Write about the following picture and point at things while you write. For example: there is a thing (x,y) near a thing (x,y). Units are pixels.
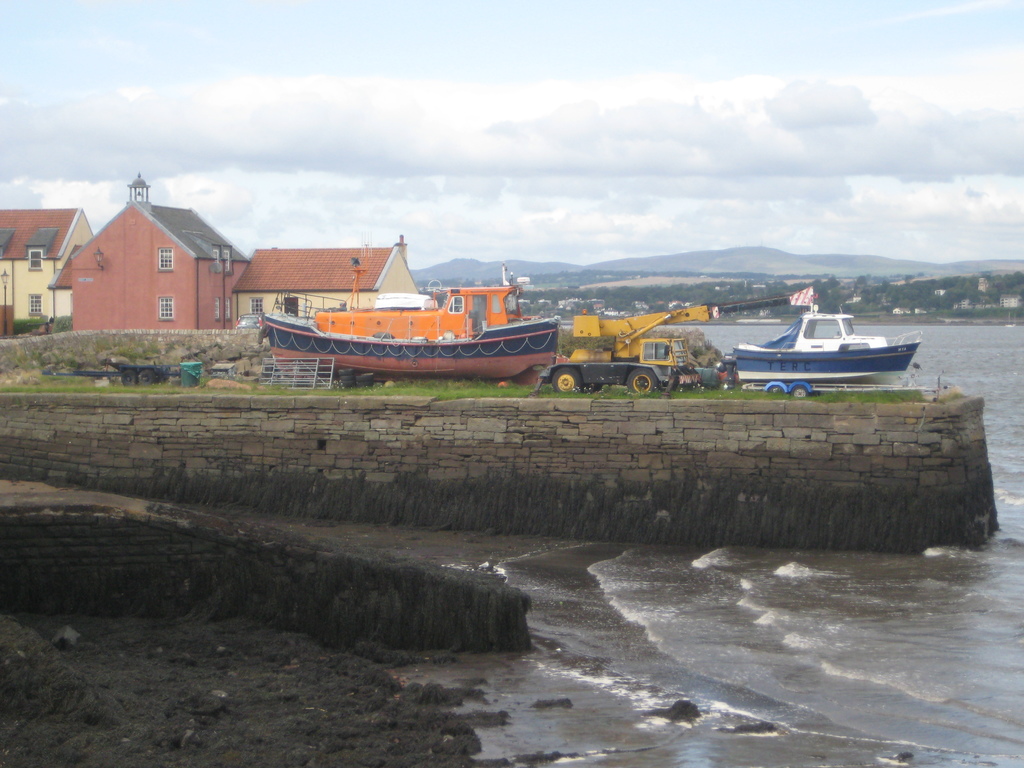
In the foreground of this image (443,730), there is mud (497,715), water (718,667) and two tiny walls (349,595). On one wall (735,413), there is grass (381,384). In the background (842,355), there are two ships (518,329), a vehicle (613,365), an object (167,378) having Tyre (151,373), a basket (203,370), few houses (240,281), trees (624,288), mountains (813,268), water (975,345), sky (702,34) and the cloud (721,153).
